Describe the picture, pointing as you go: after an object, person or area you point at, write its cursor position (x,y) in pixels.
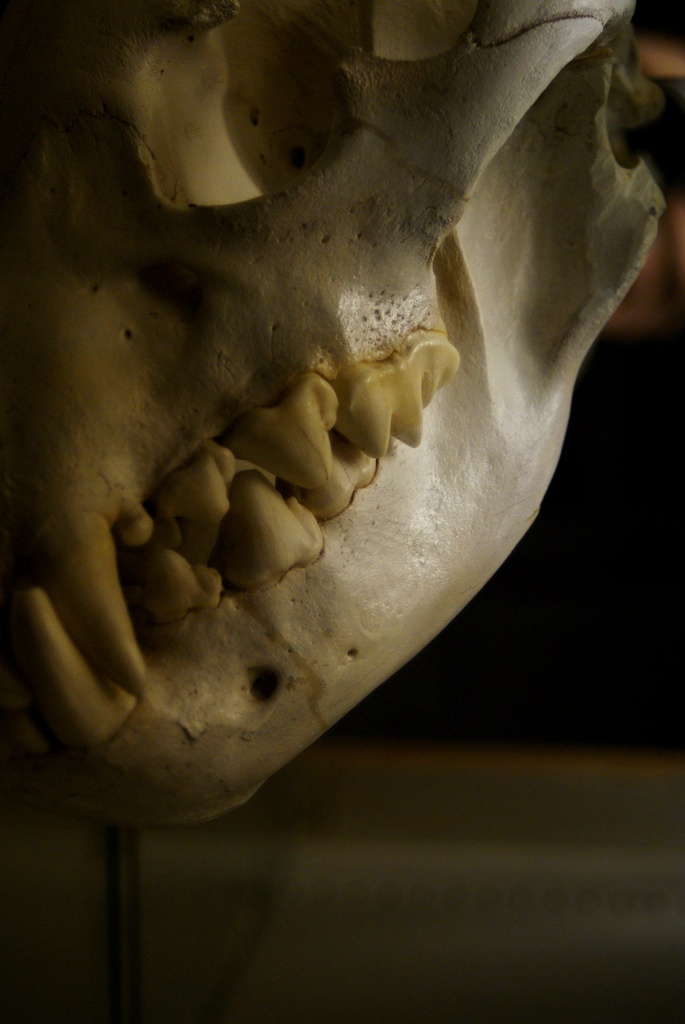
In this image I see the skull face (356,258) of an animal (352,132) which is of white in color and it is dark over here and it is a bit white over here.
